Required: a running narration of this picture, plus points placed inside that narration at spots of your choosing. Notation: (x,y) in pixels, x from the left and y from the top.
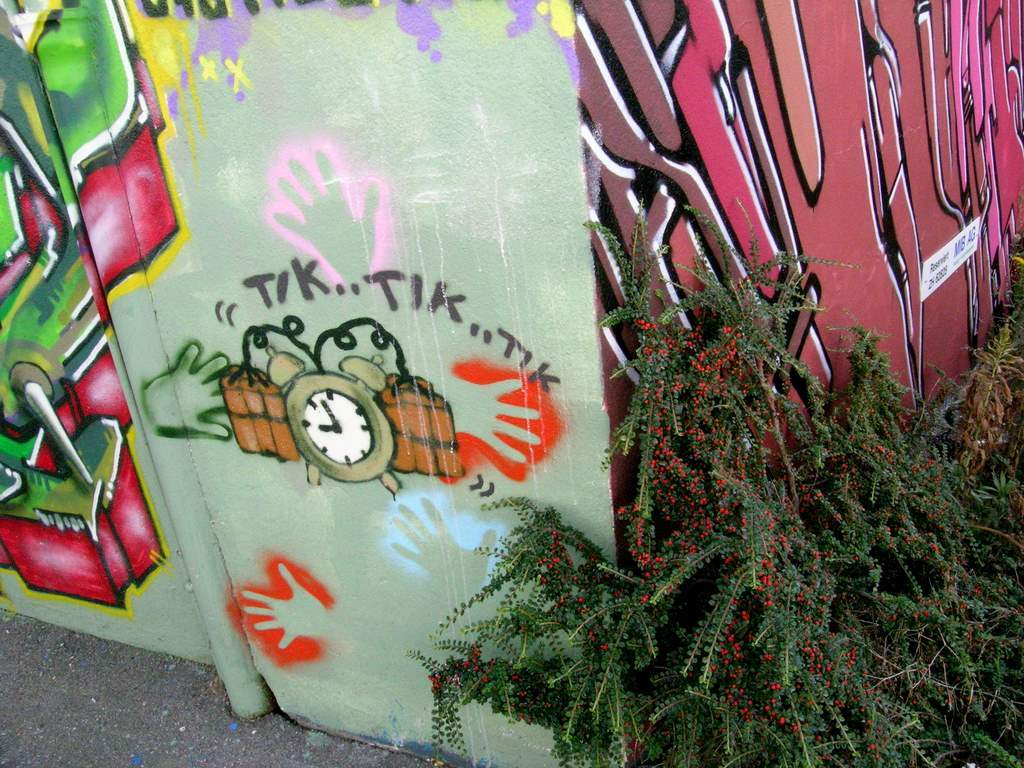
On the right side (839,519) there are plants (733,550). Near to that there is a wall (368,223) with graffiti (616,152).
